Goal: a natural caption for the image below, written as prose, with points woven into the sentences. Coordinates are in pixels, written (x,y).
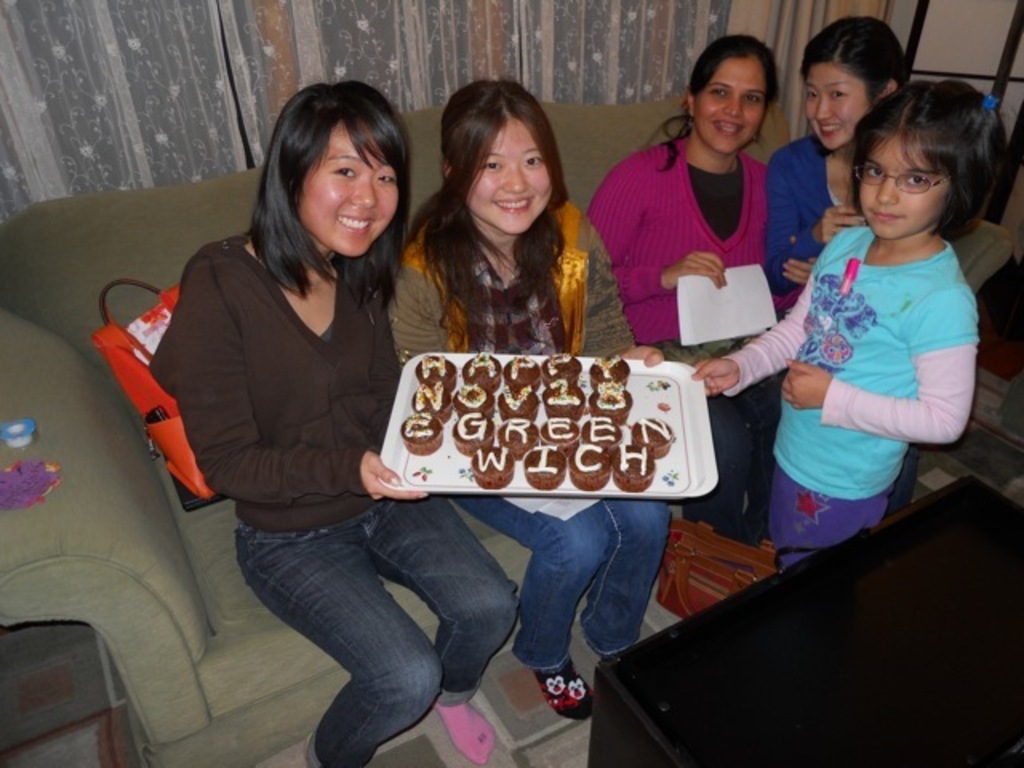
In the center of the image (408,309) some persons (516,305) are sitting on a couch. Three members (327,386) are holding a plate (687,434) which consists of cake (501,370). In the background of the image (506,70) we can see curtain (283,85) is present. At the bottom of the image (536,724) we can see floor (658,627), bag (733,570) are there. On couch (79,497) we can see some toys (37,477), bag (157,346) are present. At the top right corner (976,45) wall (960,60) is there.
